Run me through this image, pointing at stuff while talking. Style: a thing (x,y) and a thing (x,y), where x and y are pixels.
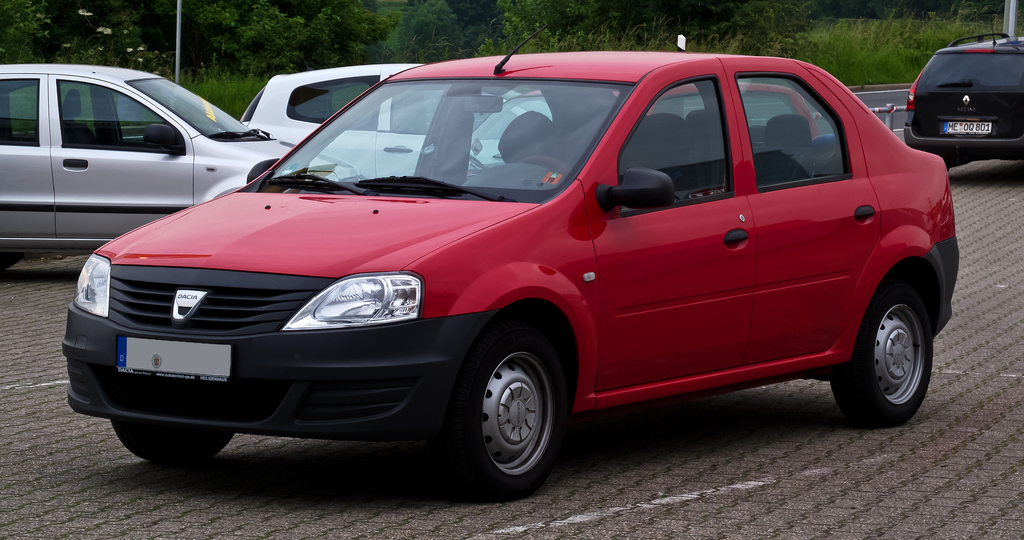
In this image in the center (584,233) there are some cars (485,181), and at the bottom (170,480) there is a road (333,526) and in the background (479,41) there are some trees (650,25) and poles (180,50).
